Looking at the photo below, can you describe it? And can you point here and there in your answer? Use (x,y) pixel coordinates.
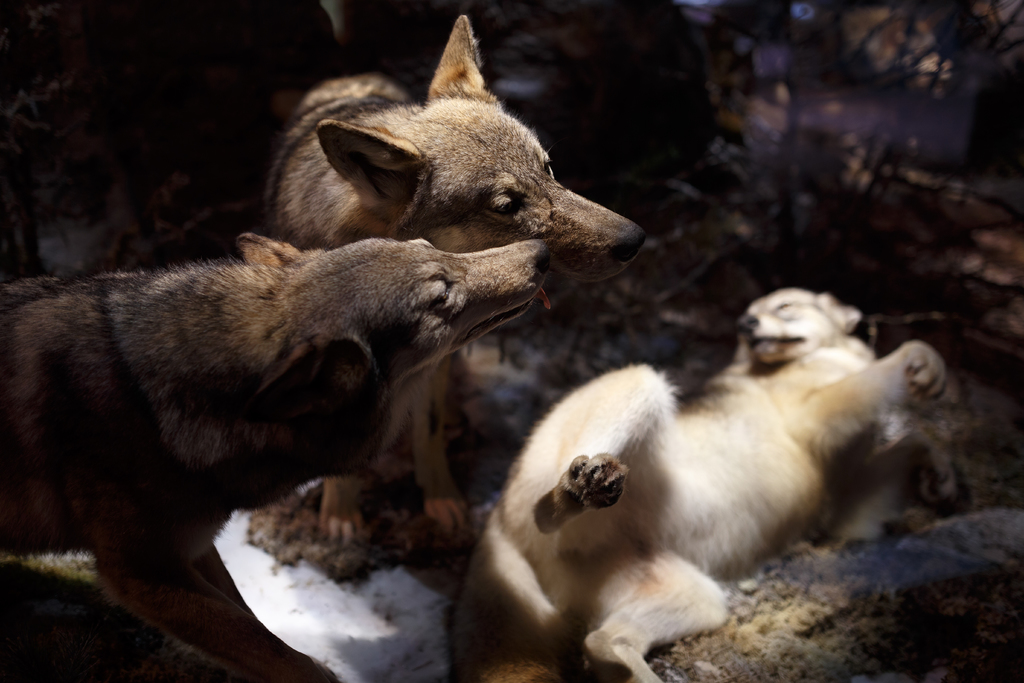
In this picture in the front (427,327) there are animals (776,405). In the background (893,43) there are trees (863,58).
